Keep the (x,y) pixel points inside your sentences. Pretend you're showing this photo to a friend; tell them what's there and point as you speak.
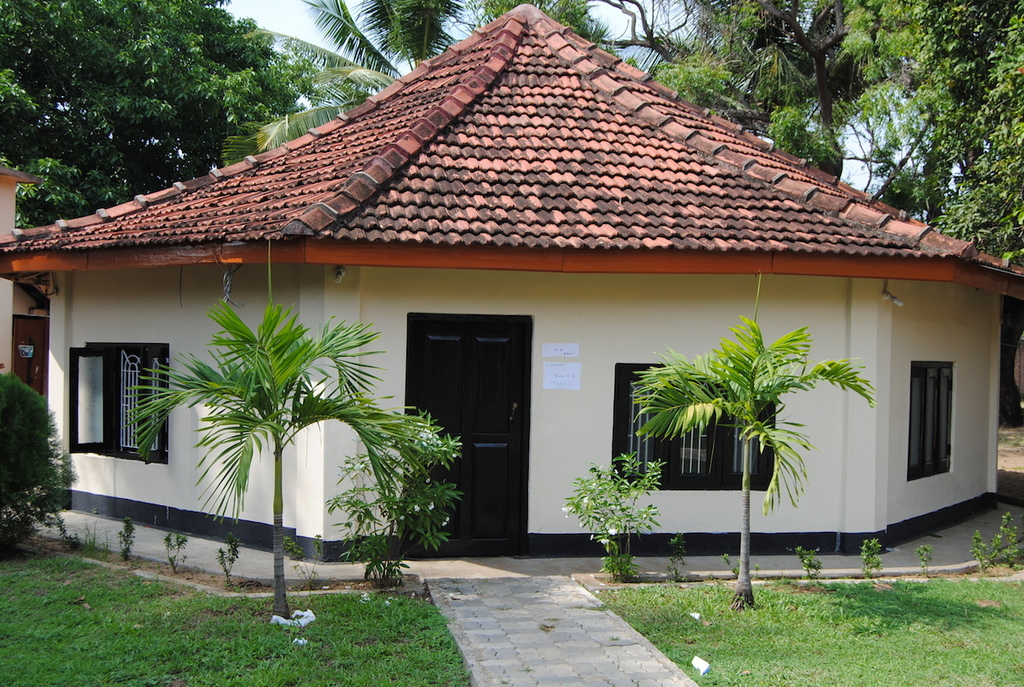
In the center of the image (474,407) there is a shed (807,414) and we can see trees (987,112). At the bottom (186,653) there is grass (805,616) and we can see a walkway (588,640). In the background (312,35) there is sky (312,35).
